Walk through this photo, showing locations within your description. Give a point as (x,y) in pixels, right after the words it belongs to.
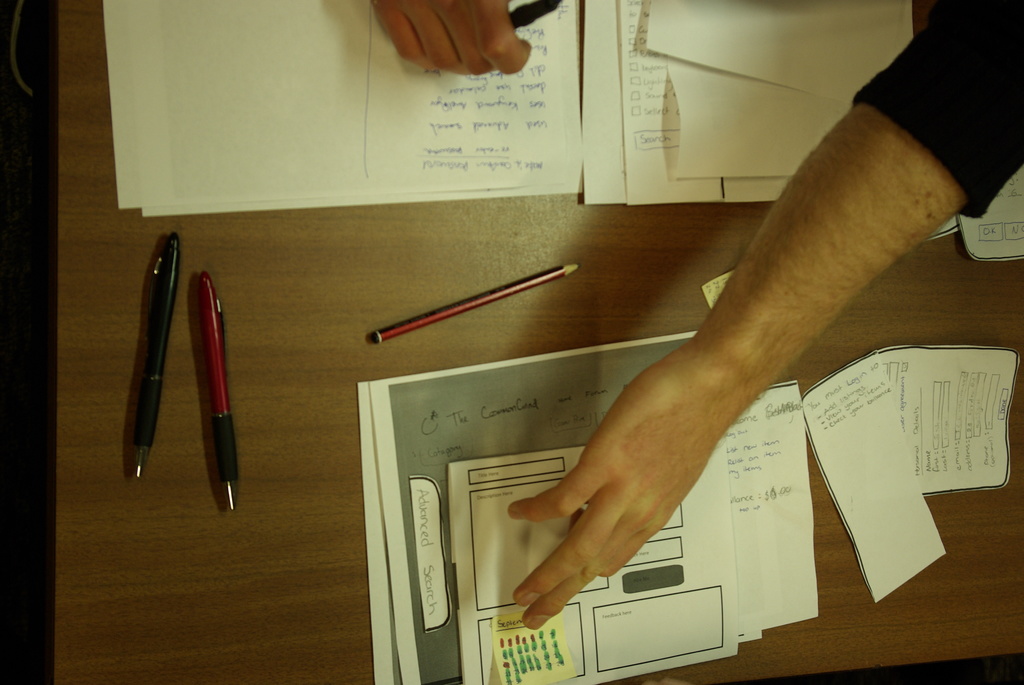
In this image we can see papers (598,421), pencil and pens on a table (535,326). We can also see hand (522,510) of a person (769,279) and fingers (512,59) of another person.
